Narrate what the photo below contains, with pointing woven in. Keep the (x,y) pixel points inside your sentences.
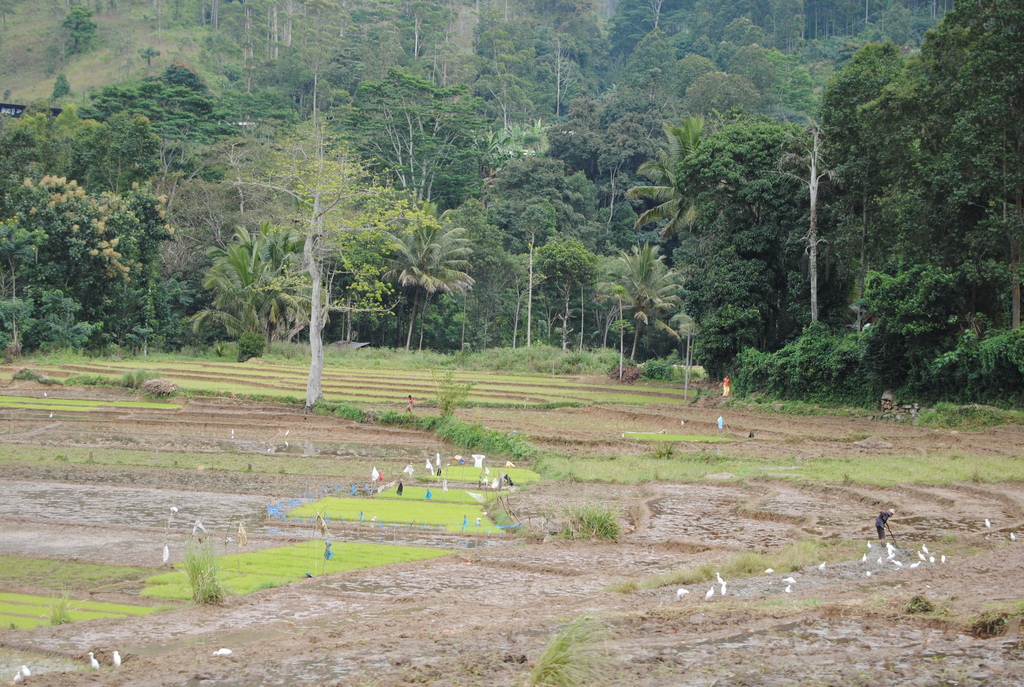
In this image there is a farm (406,520) in the middle (484,382). At the top (325,191) there are trees (481,119). There are few white birds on the ground (803,600).
